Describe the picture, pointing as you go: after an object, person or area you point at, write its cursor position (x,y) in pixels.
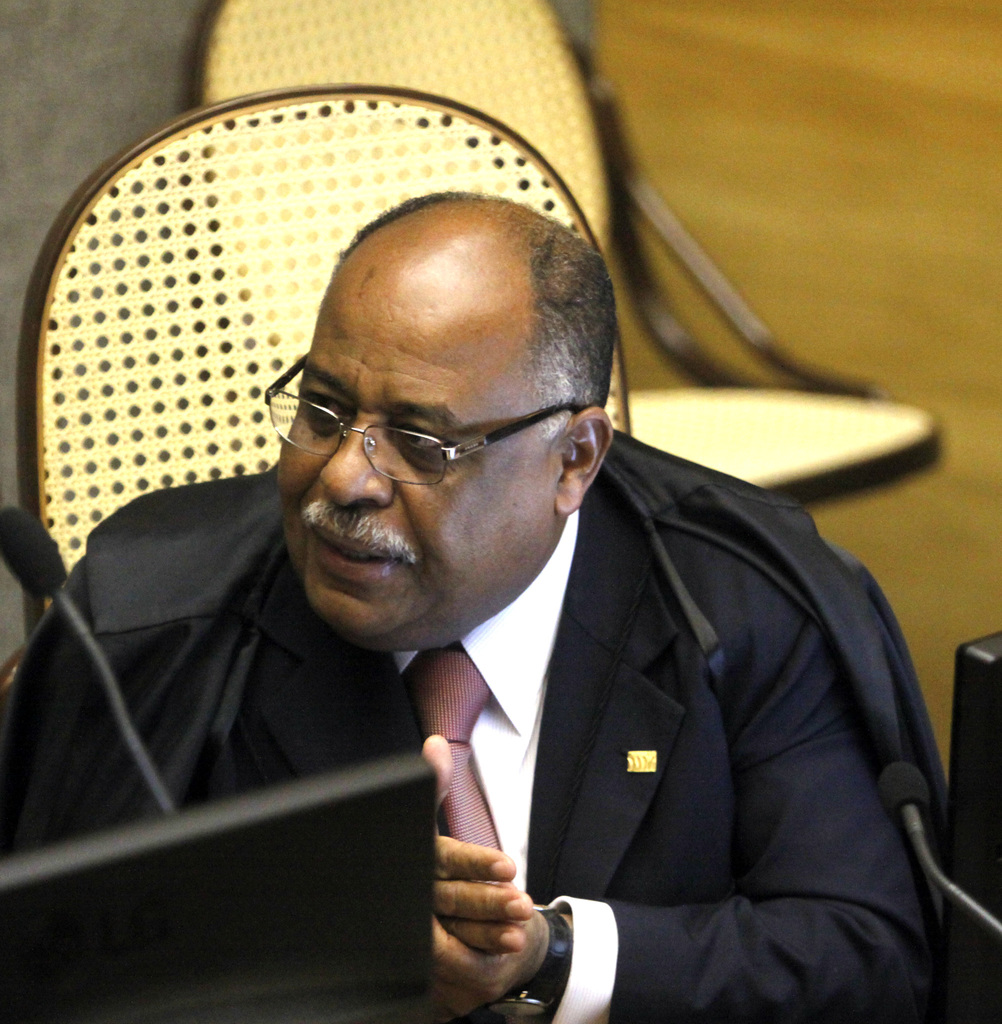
In the center of the image (443,374) there is a person (393,515) sitting on the chairs (429,100) and wearing spectacles (414,483). On the left side of the image (268,903) we can see monitor (156,871) and mic (154,782). In the background (443,25) we can see chair (429,11).
